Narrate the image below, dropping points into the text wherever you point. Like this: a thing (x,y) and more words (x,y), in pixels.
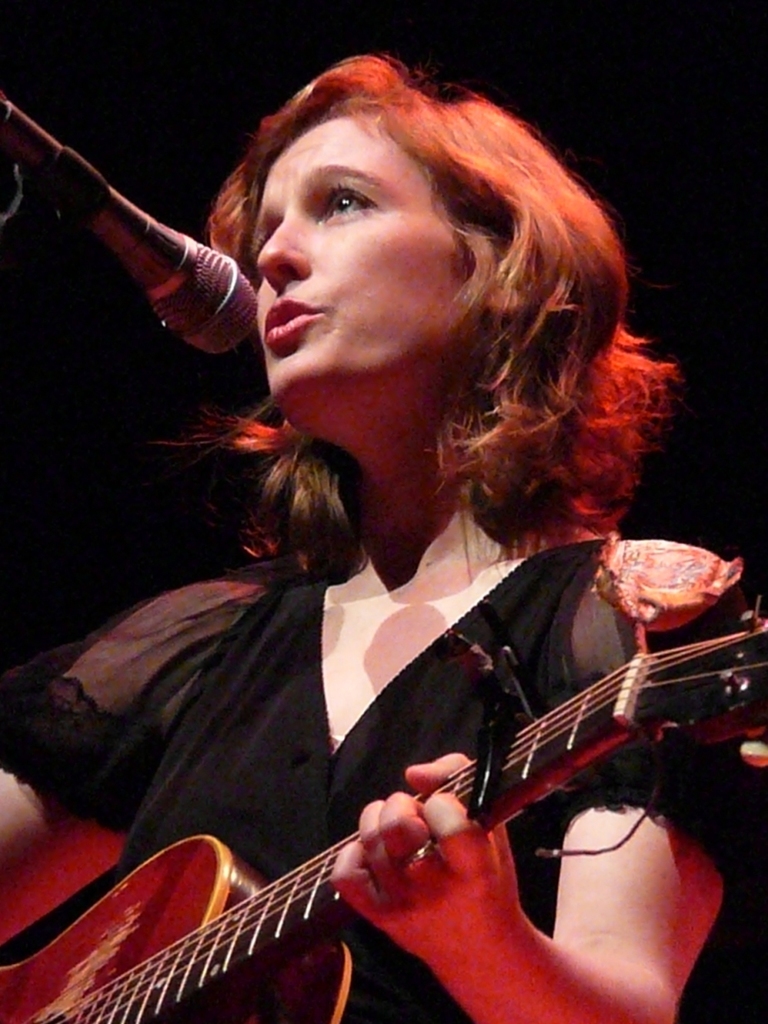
This picture shows a woman (336,621), playing a guitar (289,937) in her hands (378,868) and singing. There is a mic (233,287) in front of her.
